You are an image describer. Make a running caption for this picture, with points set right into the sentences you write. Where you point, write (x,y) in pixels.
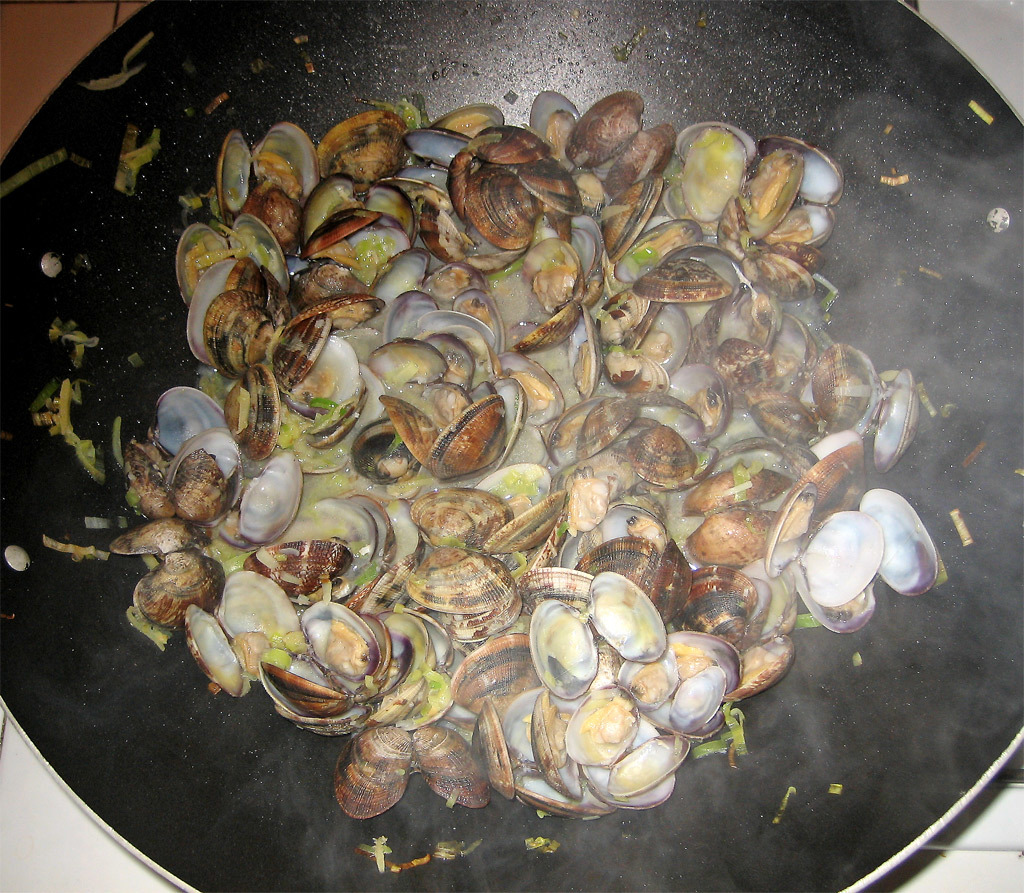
In this image, I can see a pan (339,872). This pan (874,741) contains food item (487,532), which is made of clams (496,523).
